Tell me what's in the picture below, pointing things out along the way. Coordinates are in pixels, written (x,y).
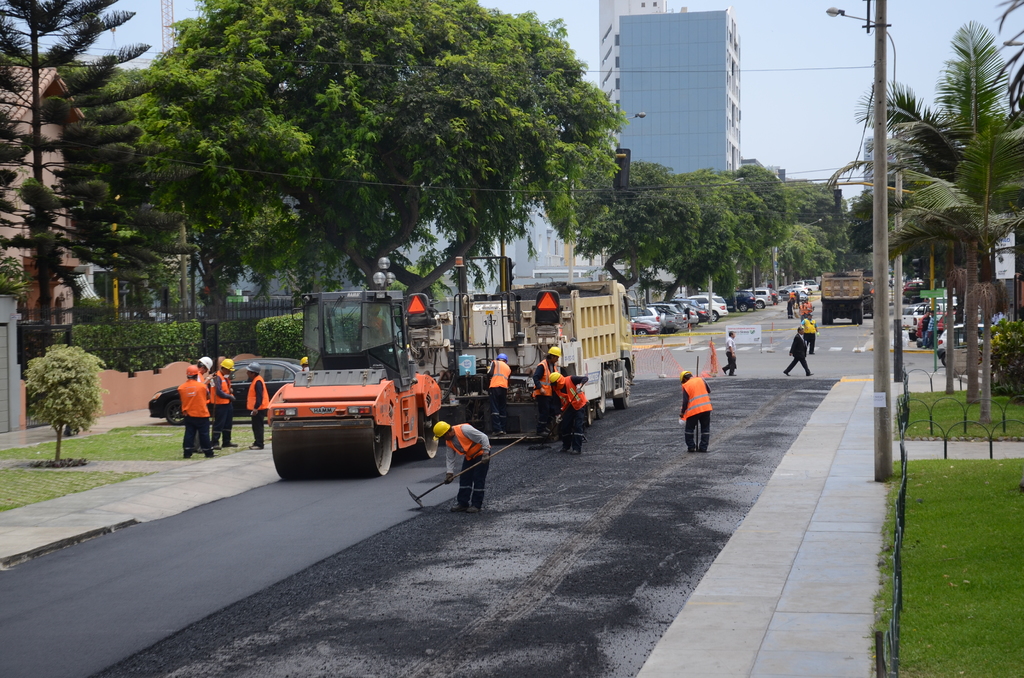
In this picture there is crew (190,423) in the center of the image (462,451) and there are vehicles (386,384) in the center of the image (356,427), there are buildings (623,141), cars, and trees (444,222) in the background area of the image (577,214), there are poles (881,3) on the right side of the image (893,347).
